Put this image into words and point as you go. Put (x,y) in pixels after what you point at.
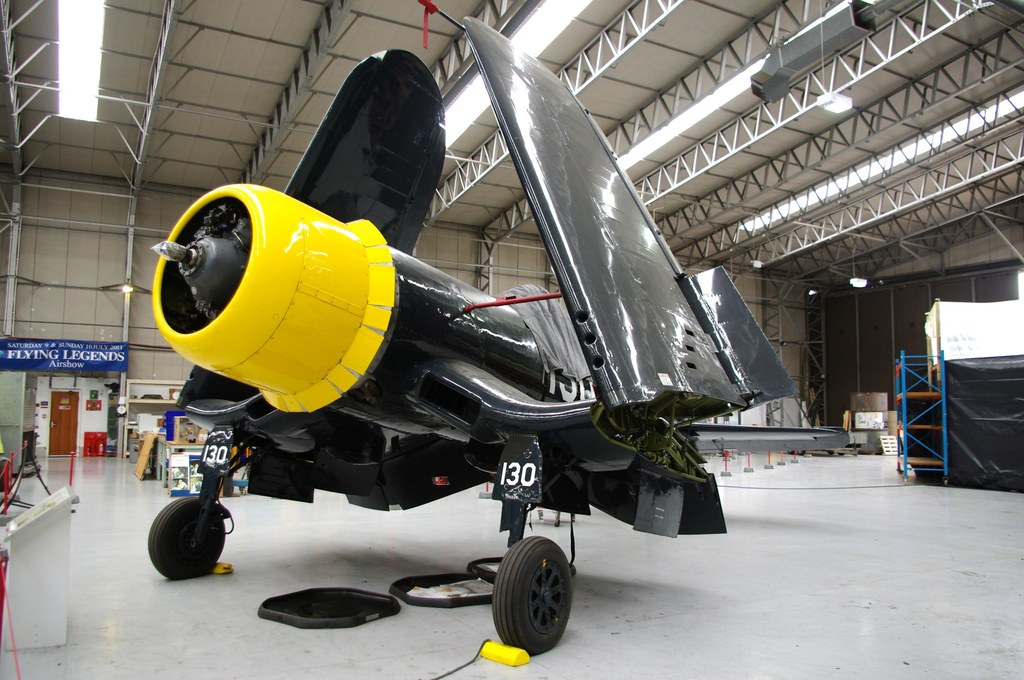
In this image, we can see an aircraft (392,374). We can see the ground (273,570) with some objects (358,598). We can see a poster (70,367) with some text (91,355). We can see some metal objects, a podium (61,543). We can see the roof (655,39) with some lights (461,120) and metal poles (633,39). We can see a door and the wall (149,360).
